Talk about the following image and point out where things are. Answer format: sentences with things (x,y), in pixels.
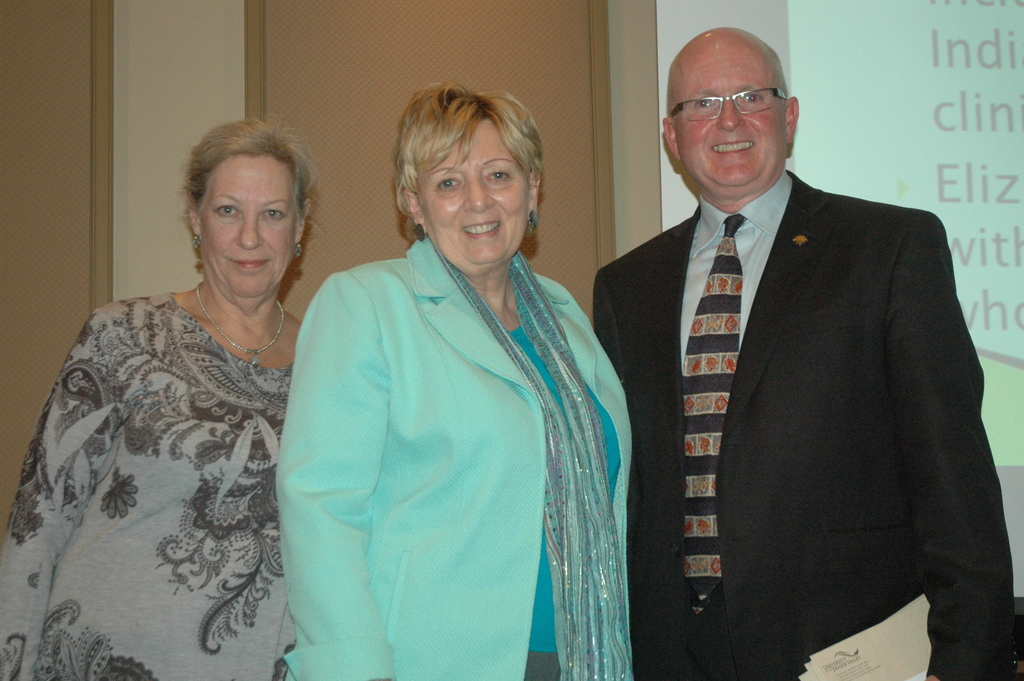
In this picture, I can see three people (979,382) standing and behind this three people (946,613). I can see two panels (556,34) and a screen (812,87) and i can see something written on the screen (1006,104) after that i can see a black color jacket men (895,285) holding few documents (906,643) and smiling.
